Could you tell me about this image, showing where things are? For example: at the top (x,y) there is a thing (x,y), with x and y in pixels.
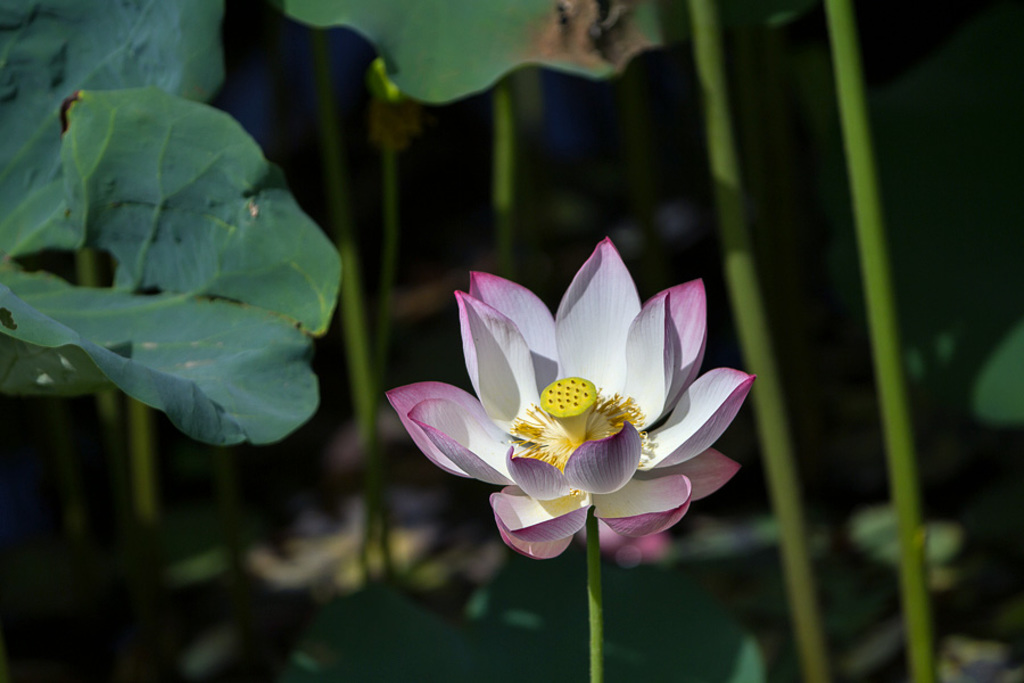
In the middle (510,439) we can see a flower (525,382). In the background (173,155) there are plants (381,132).
